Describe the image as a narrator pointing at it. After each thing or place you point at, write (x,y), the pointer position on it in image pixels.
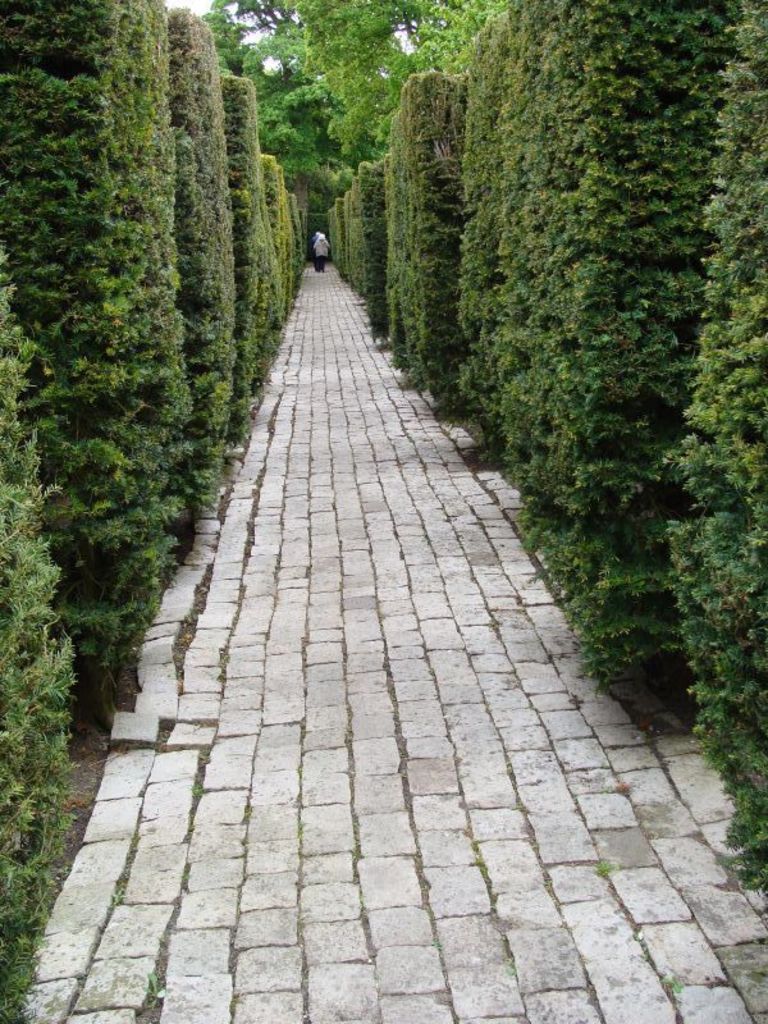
In this image there is a road (398,424) with stones (307,795). A person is walking on the path (287,775). On the right (717,490) and left side (205,436), there are full of trees (45,698). There are trees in the background (378,131). There is a sky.
